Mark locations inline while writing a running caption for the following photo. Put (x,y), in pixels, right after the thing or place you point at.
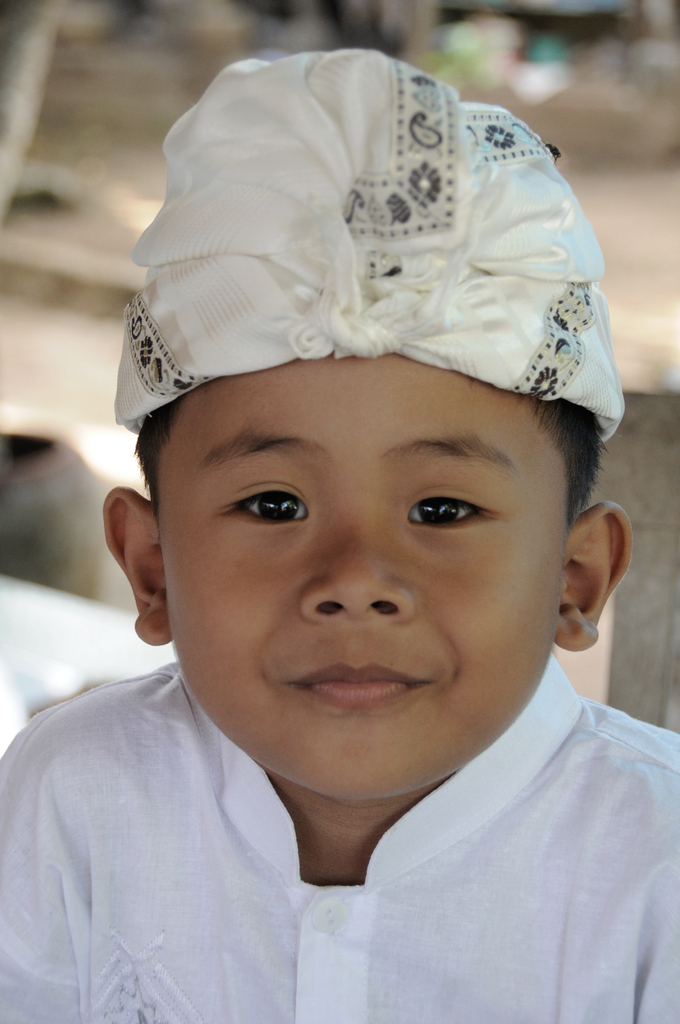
In the center of the image (336,398) we can see a kid (292,802).
